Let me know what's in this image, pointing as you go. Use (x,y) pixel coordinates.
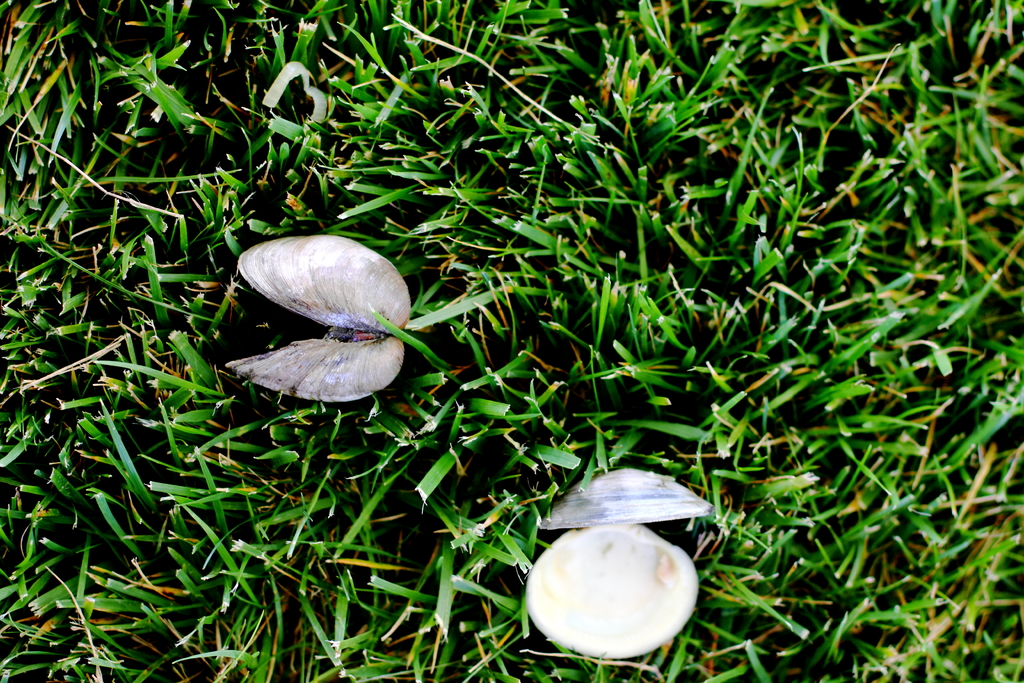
In this image we can see two shells (328,345) on the grass (164,610).
